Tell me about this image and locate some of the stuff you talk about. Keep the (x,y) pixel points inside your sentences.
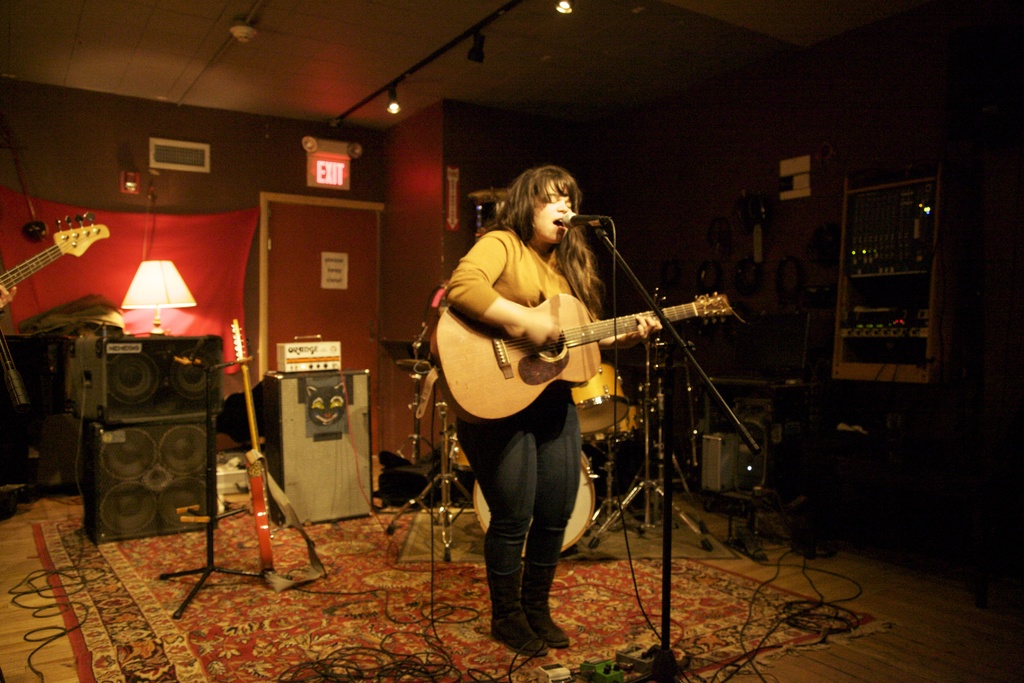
In this image there is a woman (542,232) singing on mic (568,218) and playing a guitar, behind her there is a drum kit (587,466) and on left side (185,456) there are speakers (144,416) above it there is a lamp (151,332). On back side there is an exit door (291,287) and floor (247,637) there is a carpet (338,645).
